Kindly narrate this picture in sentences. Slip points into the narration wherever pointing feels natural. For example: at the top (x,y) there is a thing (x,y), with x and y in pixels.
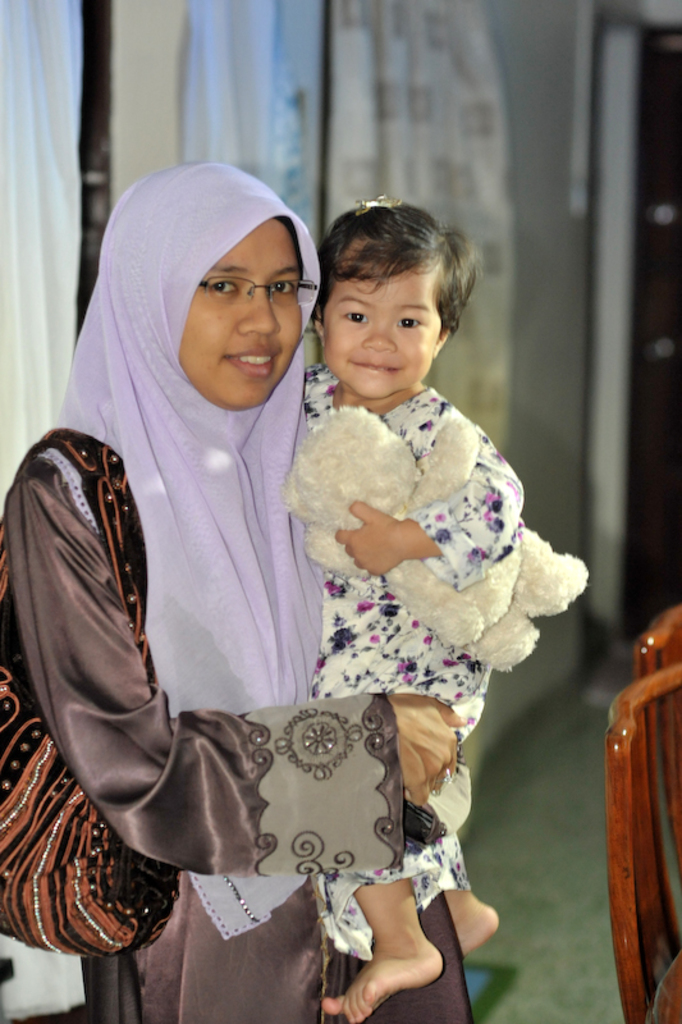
In this picture there is a woman (230,370) standing and holding a girl (395,352) and carrying a bag (48,741). On the right side of the image (608,846) we can see wooden objects (623,786). In the background of the image (587,279) it is blurry and we can see wall (594,493), floor (575,746) and objects (479,126).
